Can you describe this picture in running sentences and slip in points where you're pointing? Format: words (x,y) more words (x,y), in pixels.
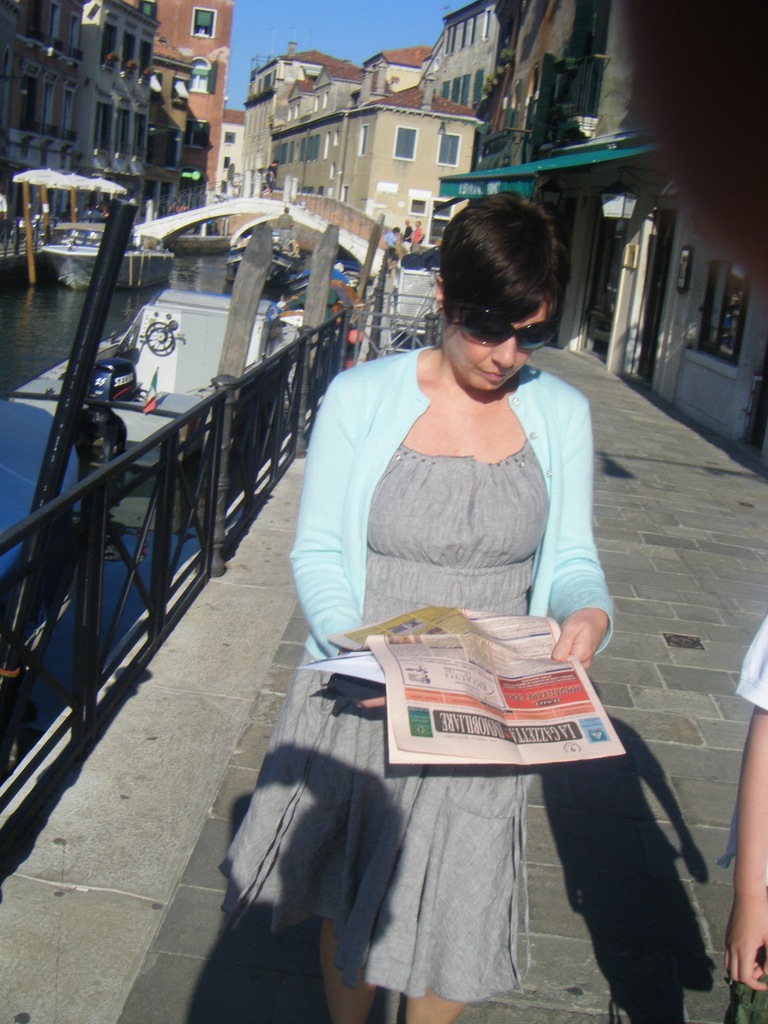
In this image we can see a woman (368,859) is walking on the pavement (696,865). She is holding a newspaper (479,690) in her hand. On the left side of the image (150,331), we can see fence (45,524), bridge (304,220) and boats (84,271) on the surface of water (51,327). In the background (546,119), we can see buildings (378,201) and people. At the top of the image (370,28), we can see the sky (353,18). There is a person (738,804) on the right side of the image (738,804).
